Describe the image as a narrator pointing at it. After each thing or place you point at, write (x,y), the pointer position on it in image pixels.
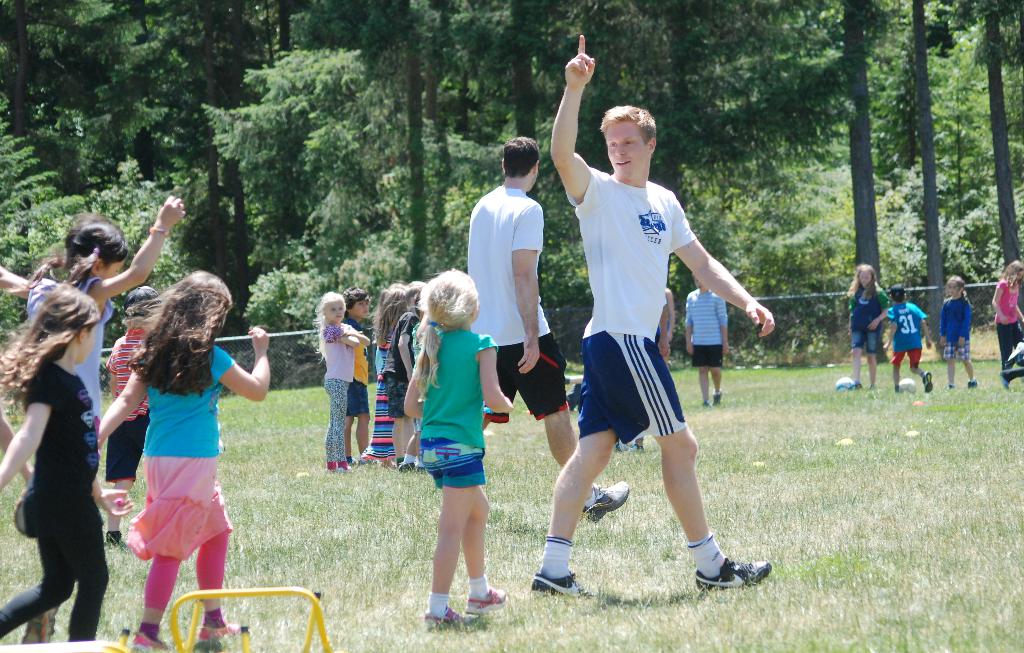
In this picture there are men (603,204) in the center of the image (670,231) and there are children (346,368) on the right (699,295) and left side of the image (131,440), it seems to be the playground (839,438) and there is grass land (990,377) at the bottom side of the image (977,436), there are trees (466,93) in the background area of the image (724,41).
